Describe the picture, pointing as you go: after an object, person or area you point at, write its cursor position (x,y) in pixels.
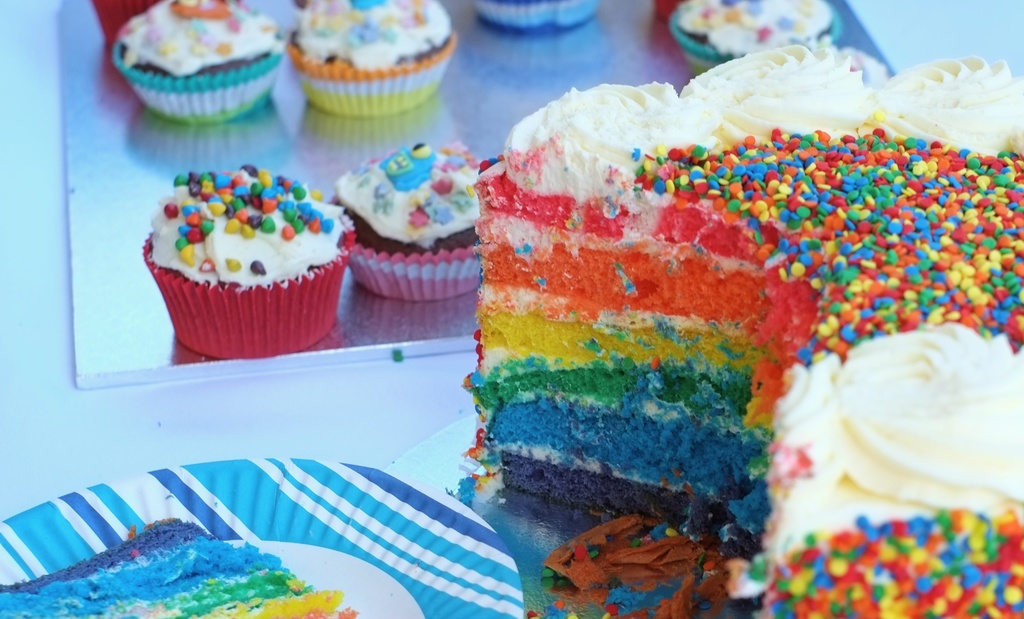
In the picture we can see a table (33,371) on it, we can see some cupcakes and beside it, we can see a cake (584,425) with different colors of the layers (545,303) and beside it we can see a small plate (447,592) and a piece of cake (250,588) in it.
